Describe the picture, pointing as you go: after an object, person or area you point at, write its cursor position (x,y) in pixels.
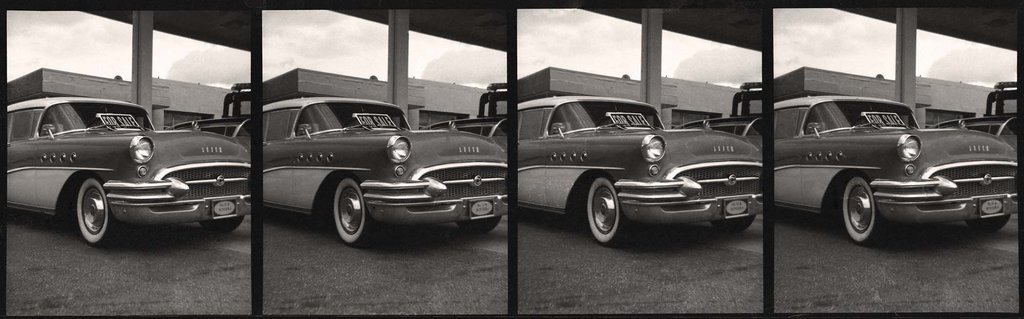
In this image I can see a vehicle (300,208), building (187,109) and the sky (130,64). This image is a collage picture.
